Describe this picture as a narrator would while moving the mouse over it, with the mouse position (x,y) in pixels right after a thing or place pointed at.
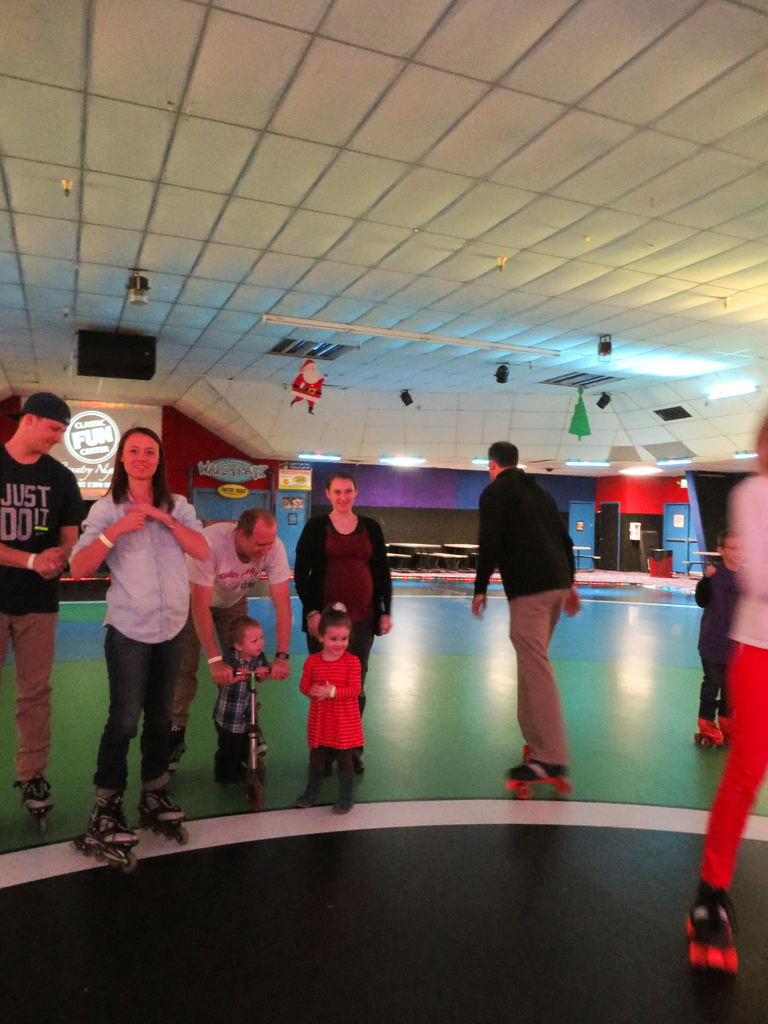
In the center of the image (332,542) there are people (381,582) standing. In the background of the image (336,466) there is a wall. At the top of the image (439,249) there is a ceiling (412,258) with lights (412,340).
